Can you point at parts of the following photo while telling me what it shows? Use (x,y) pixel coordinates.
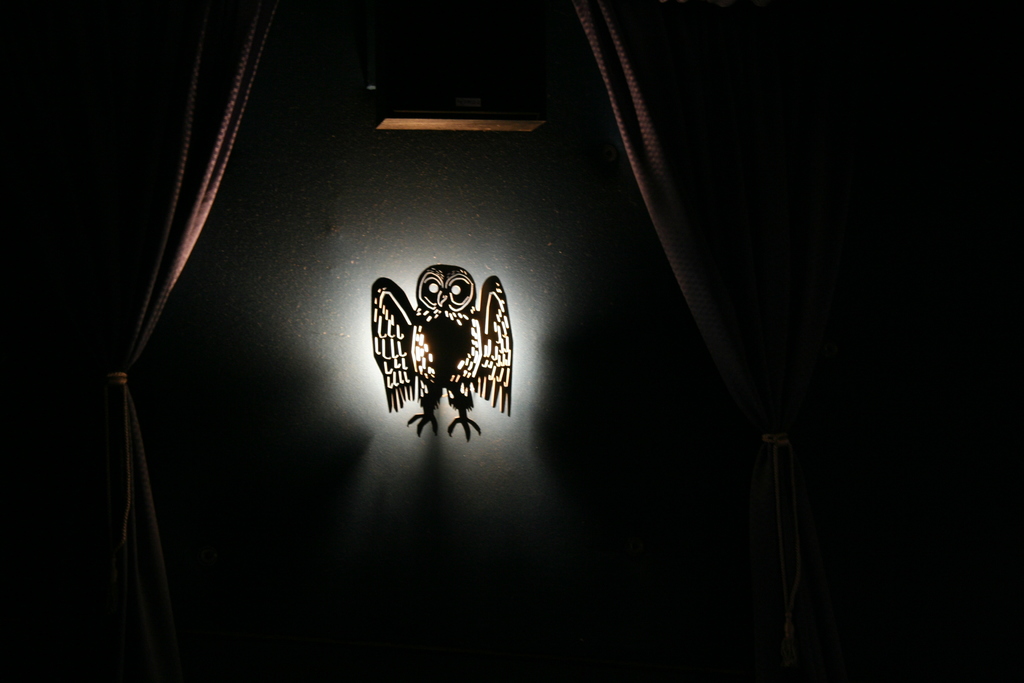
As we can see in the image there is a wall (288,380) and curtains (715,246). On wall (324,358) there is painting (440,363) of an owl (423,374).
